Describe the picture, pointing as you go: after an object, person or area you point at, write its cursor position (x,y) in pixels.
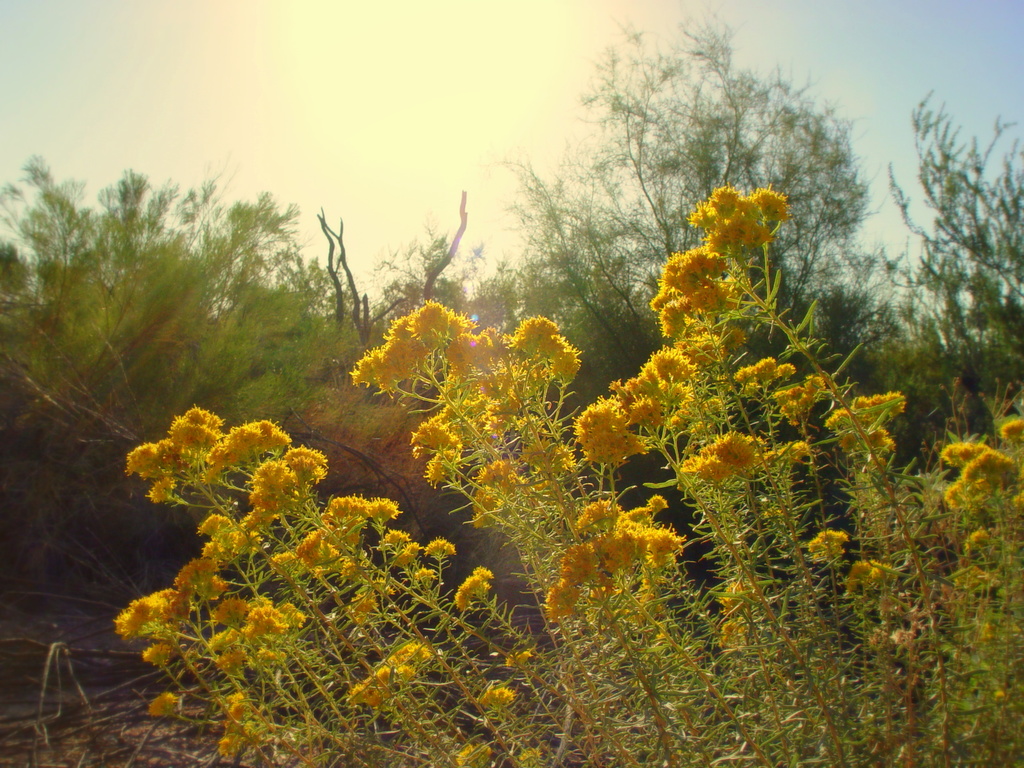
In front of the picture, we see the plants (757,575) or the trees (528,529) which have flowers (348,509) and these flowers (253,548) are in yellow color. In the background (248,366), we see the trees (505,302). At the top (90,74), we see the sky (394,69) and the sun (381,69).
